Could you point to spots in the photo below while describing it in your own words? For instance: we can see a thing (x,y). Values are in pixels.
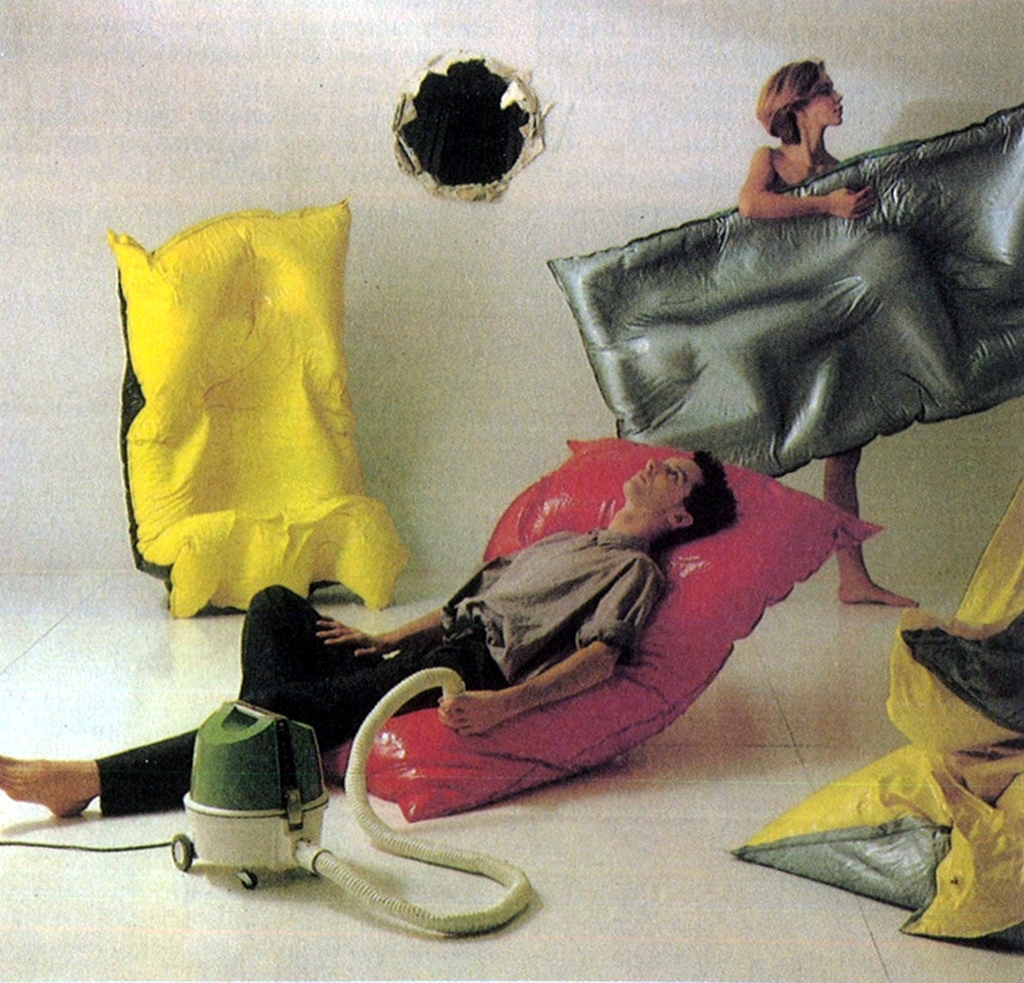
There is one man (450,619) lying on an air mattress (443,759) at the bottom of this image (542,682), and there is one woman (798,212) holding an air mattress (825,266) on the right side of this image (784,210), we can see a yellow color air mattress (246,394) present on the left side of this image (218,417), and there is a wall (392,267) in the background (397,288). we can see a hole (485,79) to the wall (508,58) at the top of this image (492,91).
